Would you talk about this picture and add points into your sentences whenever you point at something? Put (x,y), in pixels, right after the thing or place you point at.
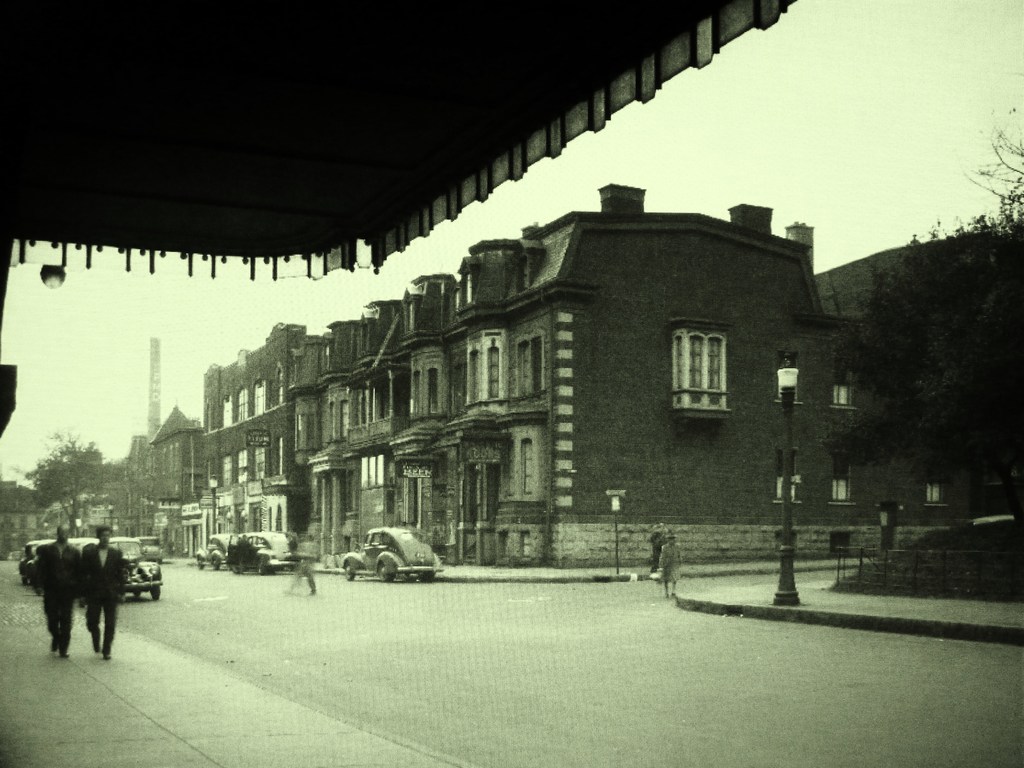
In this picture I can see buildings (804,360), trees (944,385) and I can see few cars (260,554) on the road (238,598) and I can see few people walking and few pole lights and I can see sky (56,340).
